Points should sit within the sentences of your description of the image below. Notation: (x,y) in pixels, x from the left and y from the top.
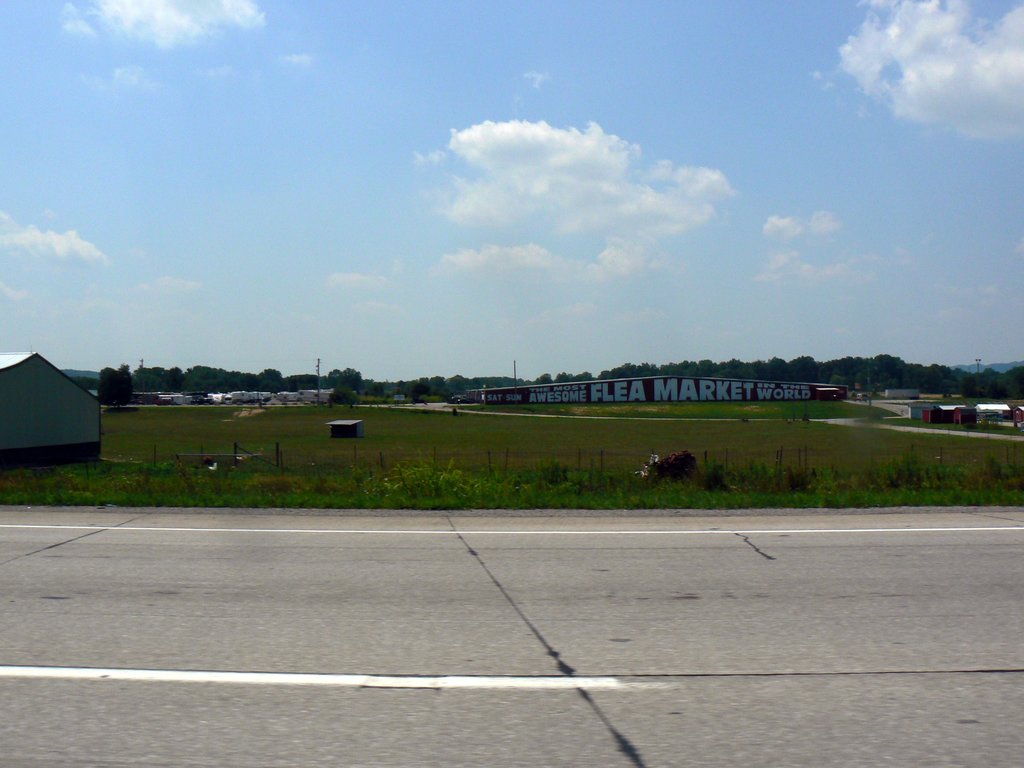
In this image we can see sky (594,182) with clouds (497,133), trees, poles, sheds (354,428), buildings (656,383), grass (389,473) and road (505,695).
